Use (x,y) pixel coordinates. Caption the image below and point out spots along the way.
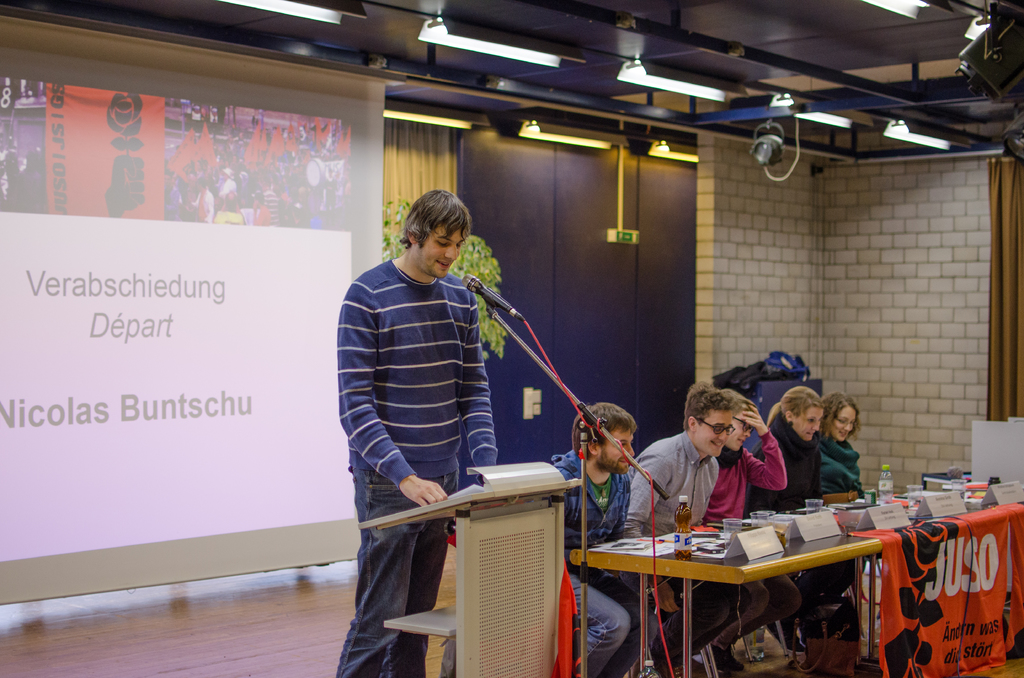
In this image I can see the group of people (651,465) sitting on the chairs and one person (409,311) is standing in front of the mic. There is a bottle (689,554), papers (805,533), banner (946,583) on the table (829,539). At the back of them there is a screen (108,270). At the top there are some lights (783,104). And I can also see a plant (476,250) at the back (493,264).
